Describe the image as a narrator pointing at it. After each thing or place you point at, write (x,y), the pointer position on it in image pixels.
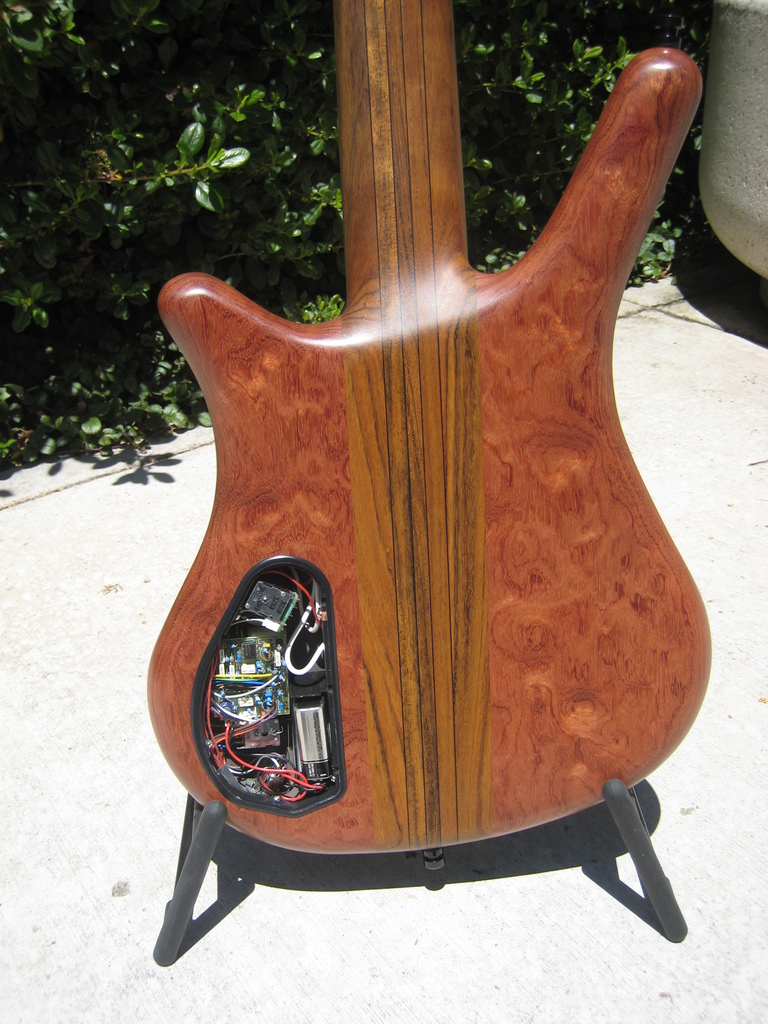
In the image we can see there is a guitar (326,610) which is on the floor (450,854).
